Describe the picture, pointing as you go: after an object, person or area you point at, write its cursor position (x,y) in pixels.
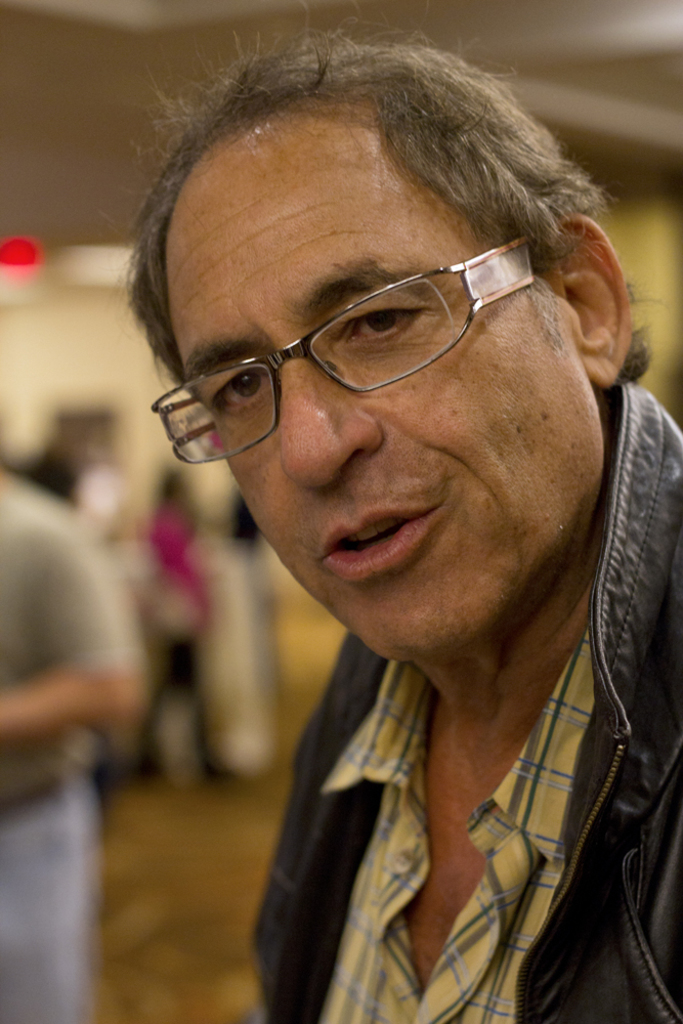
There is a person (437,499) wearing black color object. In the background (105,428) it is blurred.
